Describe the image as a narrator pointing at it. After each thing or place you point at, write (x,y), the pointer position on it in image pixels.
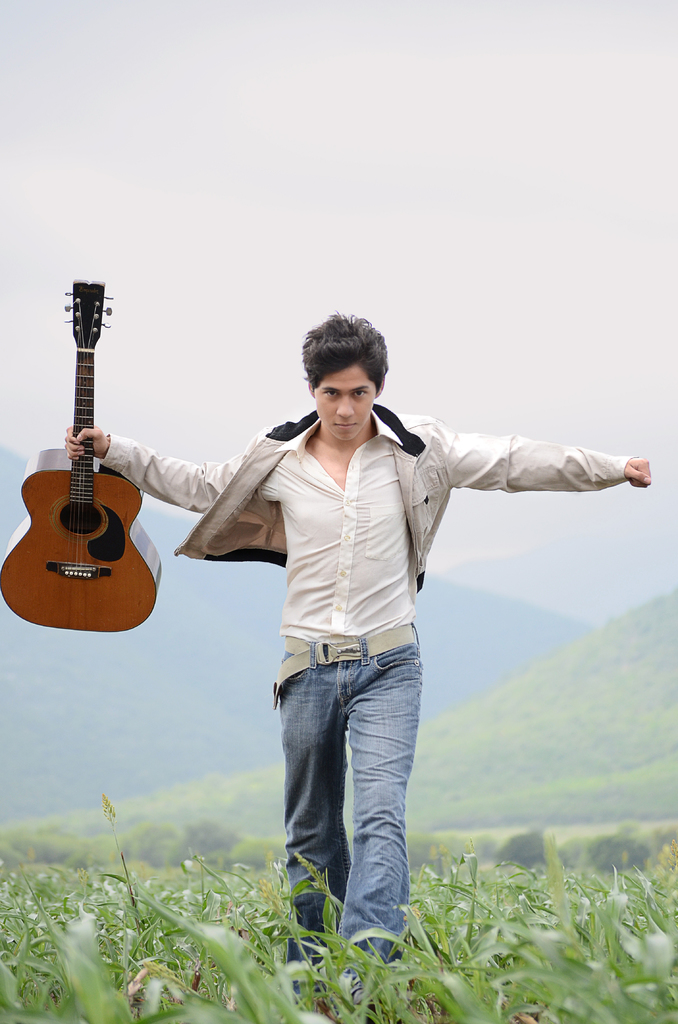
A boy (475,457) with white jacket (440,517), white shirt (342,545) and jeans pant (393,726) is holding a guitar (69,466) in his hand (77,435). He is walking on the grass (430,937). Behind him there are hills (477,633).
